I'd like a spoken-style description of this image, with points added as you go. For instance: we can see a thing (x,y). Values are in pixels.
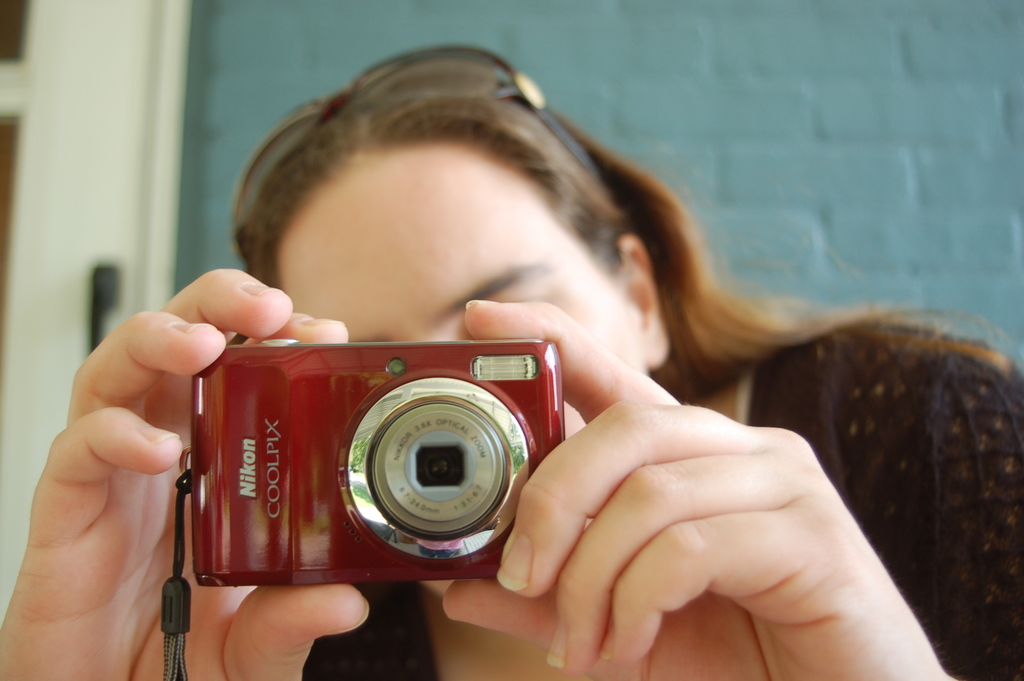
In this image we can see a person (414,286) holding camera (355,432) in the hands (542,488) and in the background (733,149) there are walls (771,89).
